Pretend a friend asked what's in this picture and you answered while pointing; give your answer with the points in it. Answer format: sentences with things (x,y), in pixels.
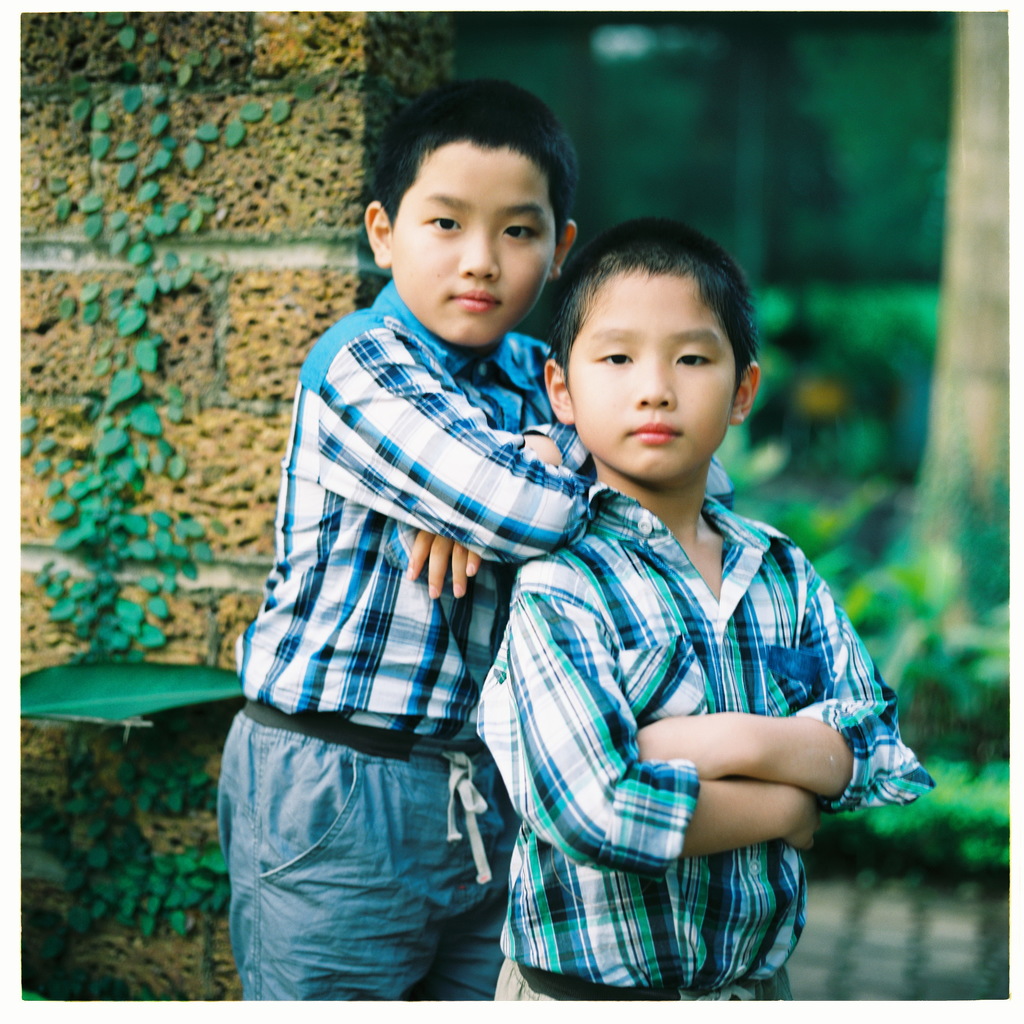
In this picture there are two persons (666,849) standing. At the back (587,207) there is a building (364,101) and there are trees (1004,259) and plants (947,757). On the left side of the image (143,364) there is a creeper (83,557) on the wall (36,125).
